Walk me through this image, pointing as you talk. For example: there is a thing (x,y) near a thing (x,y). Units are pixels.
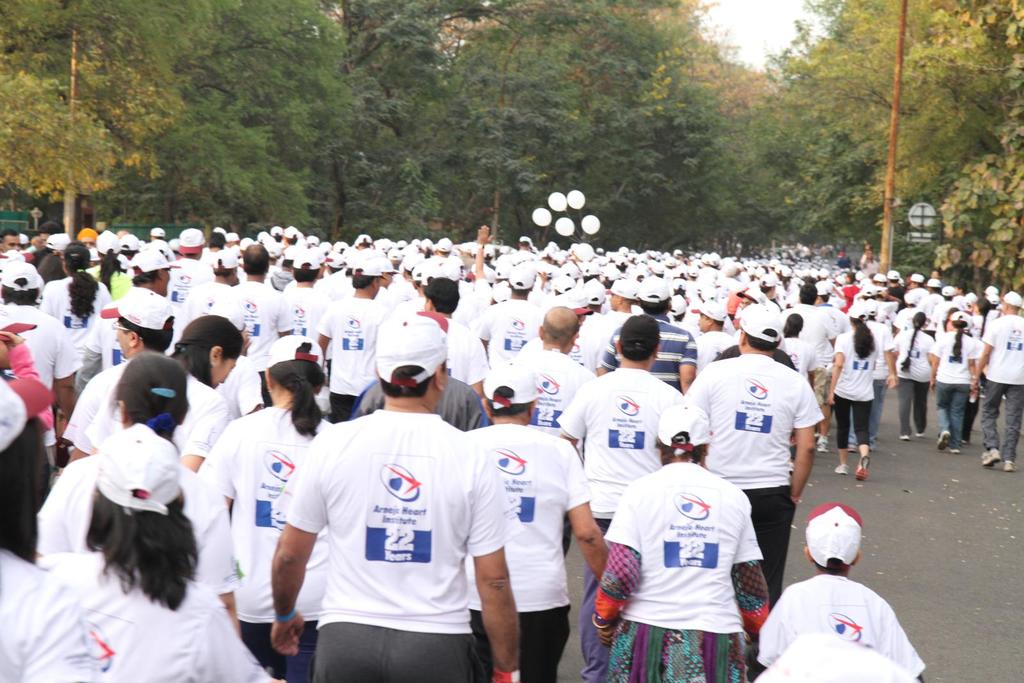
As we can see in the image there are group of people (590,415) wearing white color t shirts (702,353). There are balloons (544,219), trees (565,175) and sky (733,37).
